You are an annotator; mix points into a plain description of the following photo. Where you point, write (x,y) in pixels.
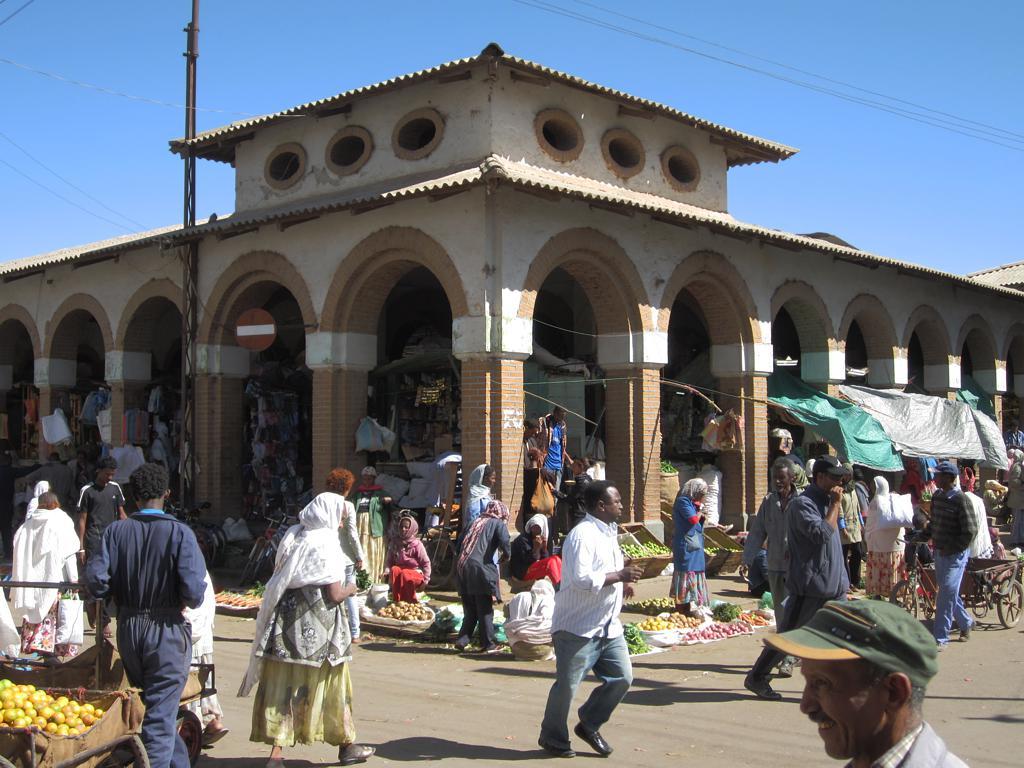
In this image I can see few persons (686,564) walking on the road (397,685). I can see few vegetables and food items (642,545). In the background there is a building (231,341). At the top (779,184) I can see the sky (720,27).
